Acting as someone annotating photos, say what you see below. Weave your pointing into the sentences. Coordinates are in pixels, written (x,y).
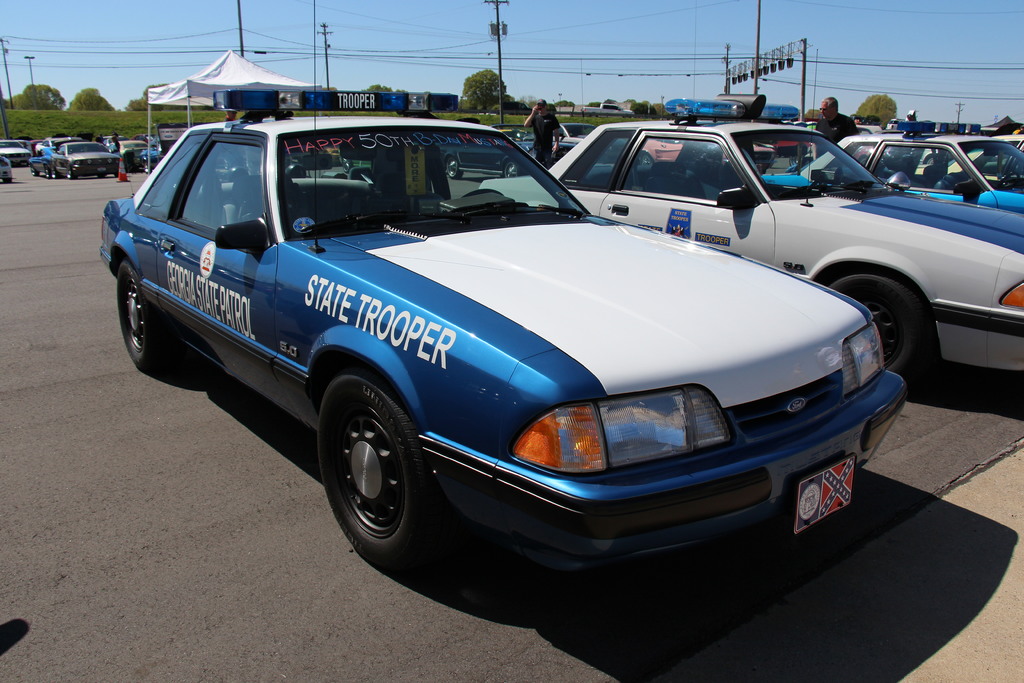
In this image I can see many cars (278,133) on the road (182,419) and also few people (542,136) are standing. On the left side (203,101) there is a tent (252,81). In the background (44,103) there are many trees (80,103) and poles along with the wires (455,54). At the top of the image (567,19) I can see the sky (541,19).
